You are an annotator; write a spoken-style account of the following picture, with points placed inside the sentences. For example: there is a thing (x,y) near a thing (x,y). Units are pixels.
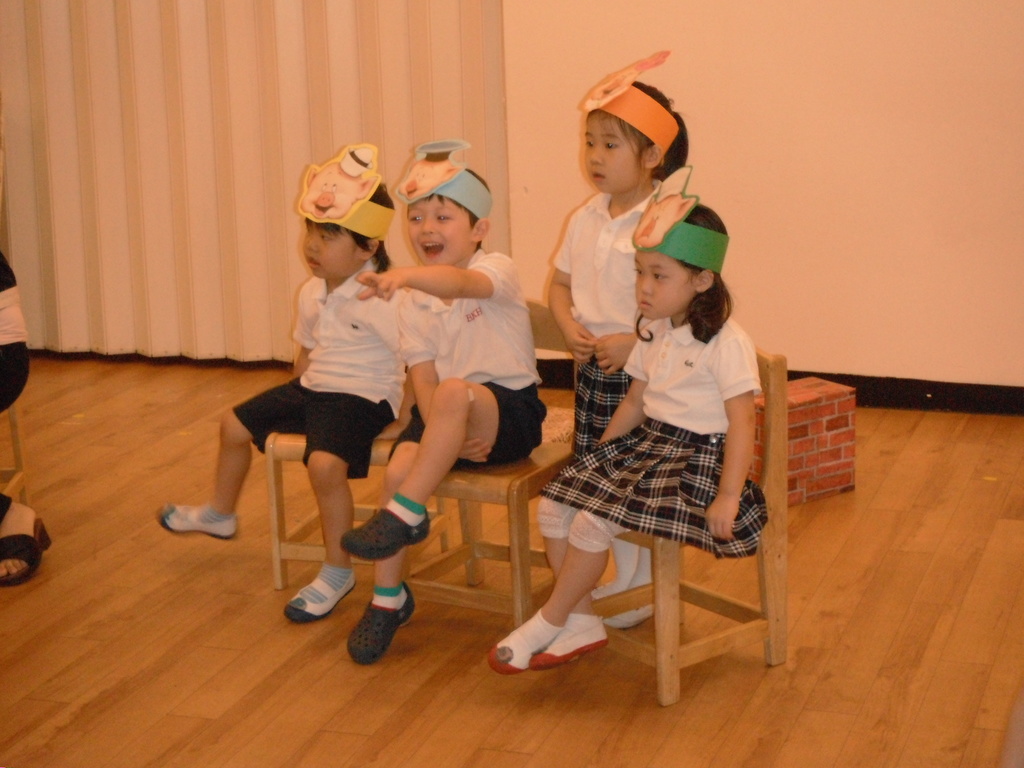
This picture shows few kids (475,448) seated on the chairs (290,439) and we see a girl (596,215) standing. All of them wear bands (485,188) on their heads (639,133) and we see a white wall (876,79) on the back (1007,80) and we see a woman (14,526) seated on the side.
